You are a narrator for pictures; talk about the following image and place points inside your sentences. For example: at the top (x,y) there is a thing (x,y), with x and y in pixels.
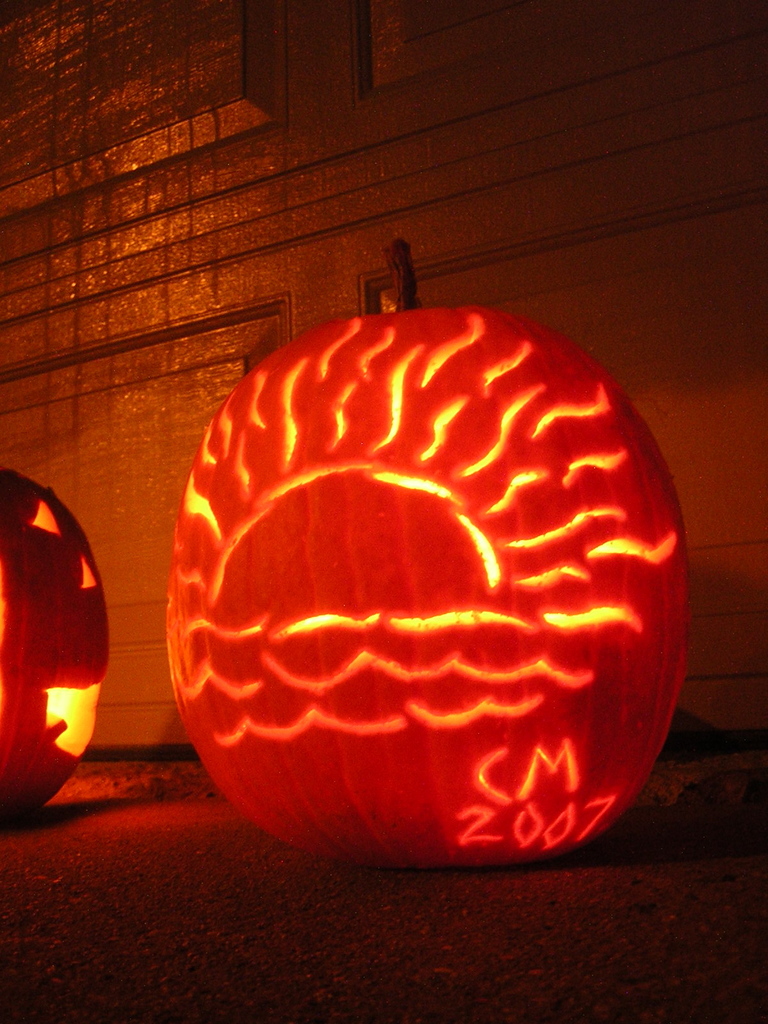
There is a pumpkin (276,379) in the center of the image (329,450) and there is light (283,492) inside the pumpkin (274,511), there is another one (60,610) on the left side (60,610), it seems to be there is a wall (305,176) in the background area (296,178).
